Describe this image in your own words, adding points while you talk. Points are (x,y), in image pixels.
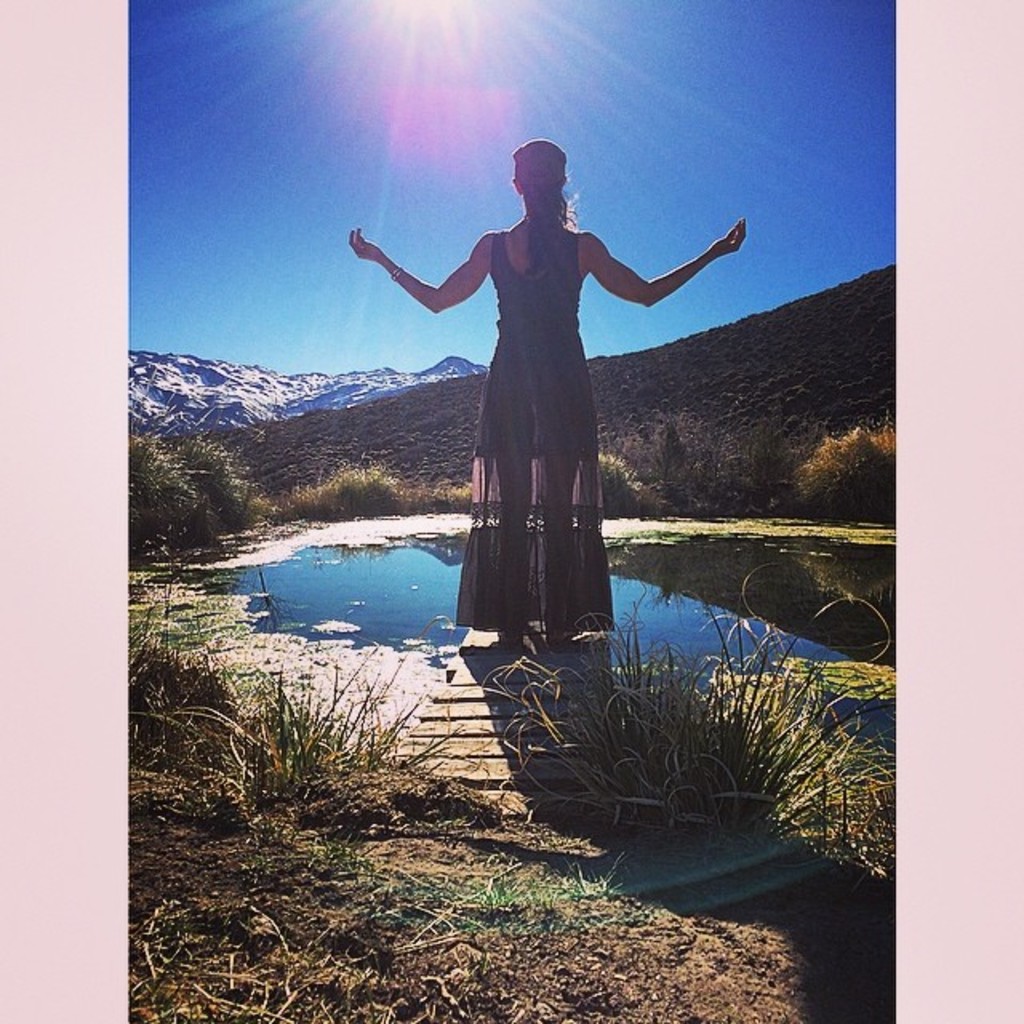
In this image we can see a lady (547,496) standing on a wooden deck (549,694). Also there is water (341,549) and grass (678,725). In the back (369,408) we can see mountains (301,403). Also there is sky (373,83).
